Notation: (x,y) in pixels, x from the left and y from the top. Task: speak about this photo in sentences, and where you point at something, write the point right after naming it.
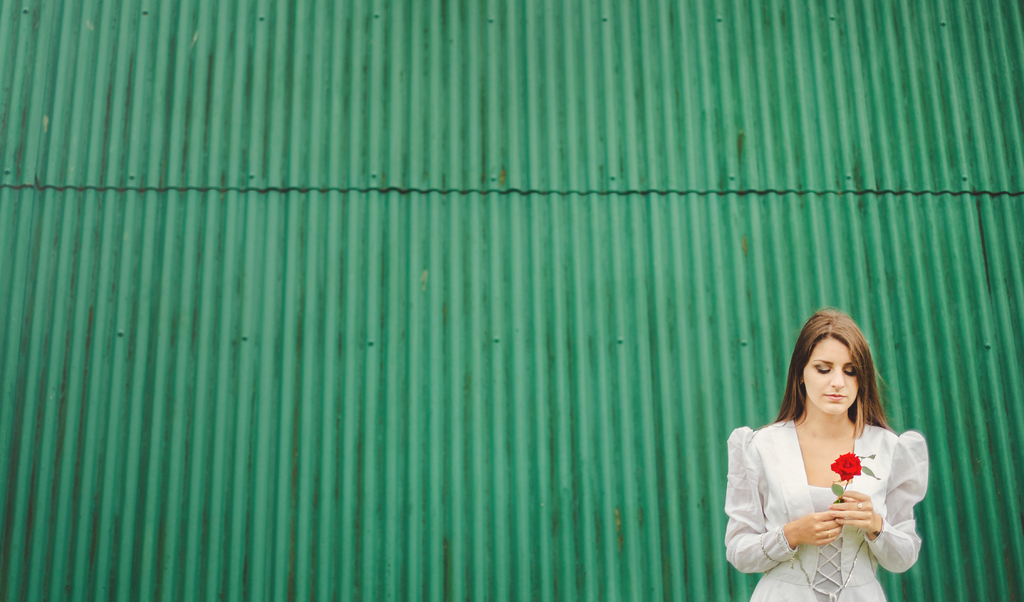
In the image we can see a girl (776,424) standing, wearing clothes (782,498) and holding a flower (839,458) in her hand (873,511). The flower (837,489) is red in color, this is a finger ring (859,506) and the background (324,383) is green in color.
